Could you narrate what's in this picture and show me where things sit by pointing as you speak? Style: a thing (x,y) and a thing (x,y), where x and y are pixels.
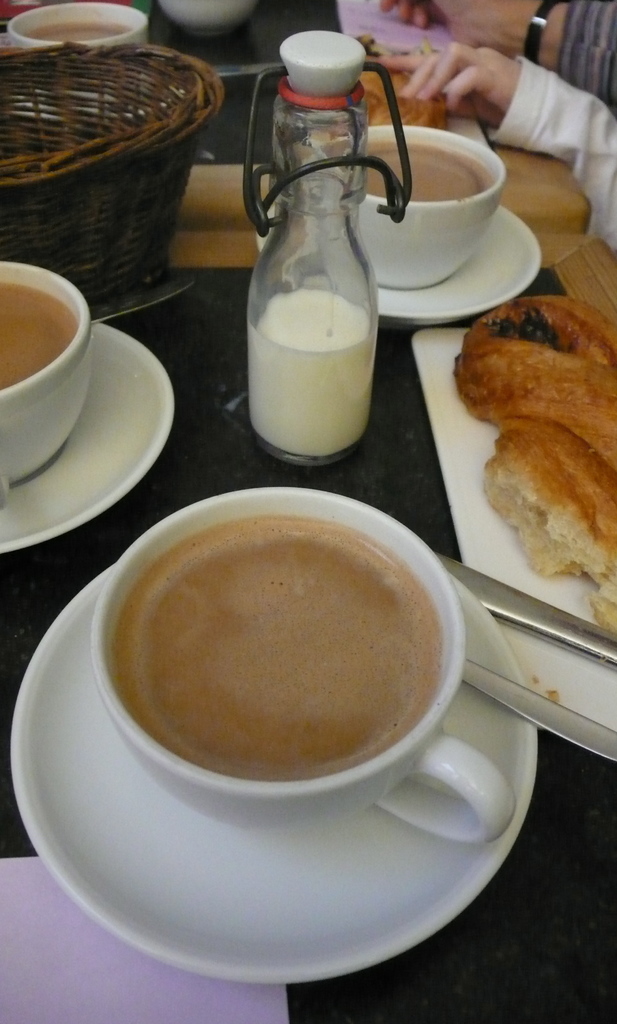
In this picture we can see cups (422,136) with drinks (464,180) in it, saucers (509,271), basket (150,187), bottle (285,164), food items (602,523), knife (616,648), paper (39,910) and these all are placed on tables (300,6) and beside these tables (614,775) we can see some persons hands (445,77).
